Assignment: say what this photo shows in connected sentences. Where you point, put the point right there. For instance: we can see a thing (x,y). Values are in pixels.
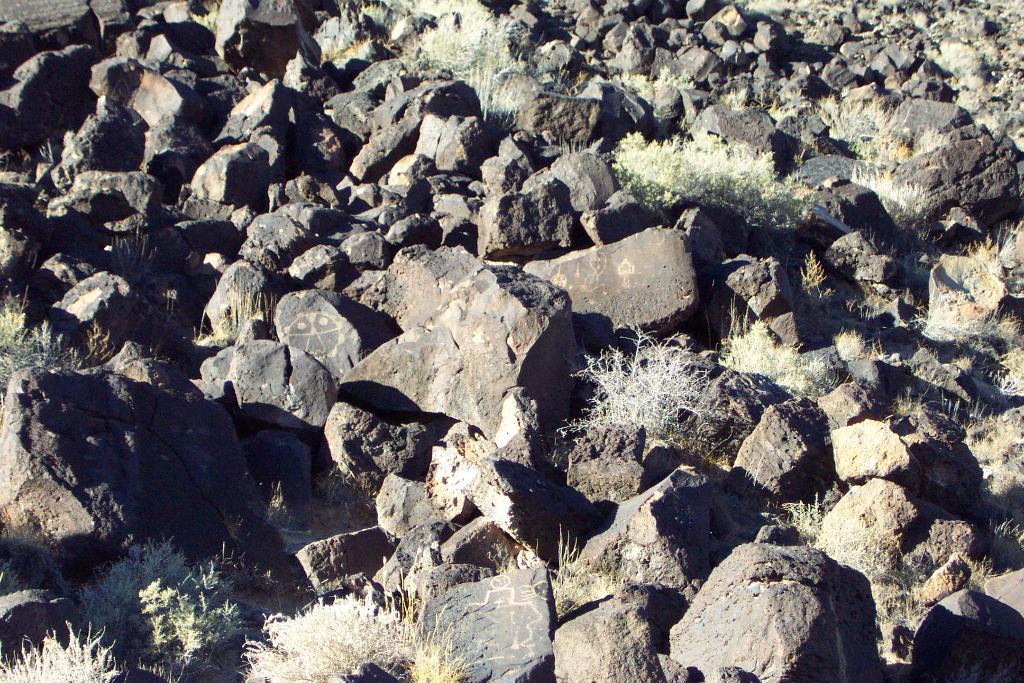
In this picture i can see rocks (453,390) and plants (785,363).
